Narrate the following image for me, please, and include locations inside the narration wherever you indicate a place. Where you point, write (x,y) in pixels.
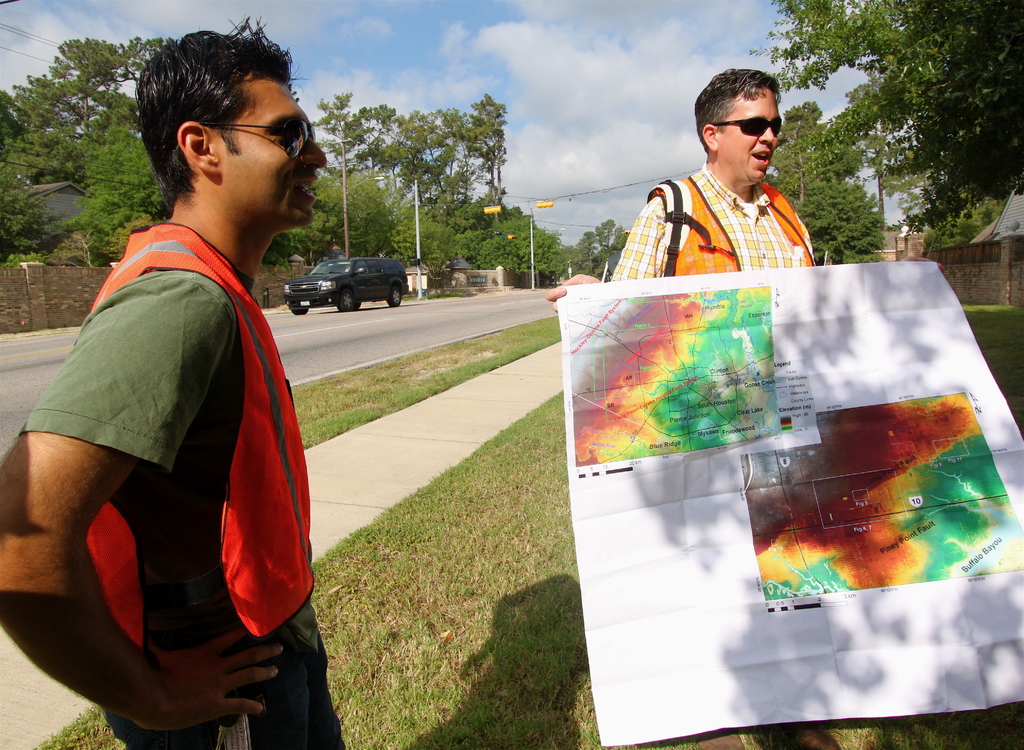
In this picture we can see a person (260,733) standing on the left side (83,619). There is another person (759,123) holding a white sheet (666,713) in his hands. On this sheet (736,396), we can see a few places (577,318). There are few trees (73,249), poles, wires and a vehicle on the path (19,341). Some grass (560,424) is visible on the path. A house (1000,224) is visible on the right side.
